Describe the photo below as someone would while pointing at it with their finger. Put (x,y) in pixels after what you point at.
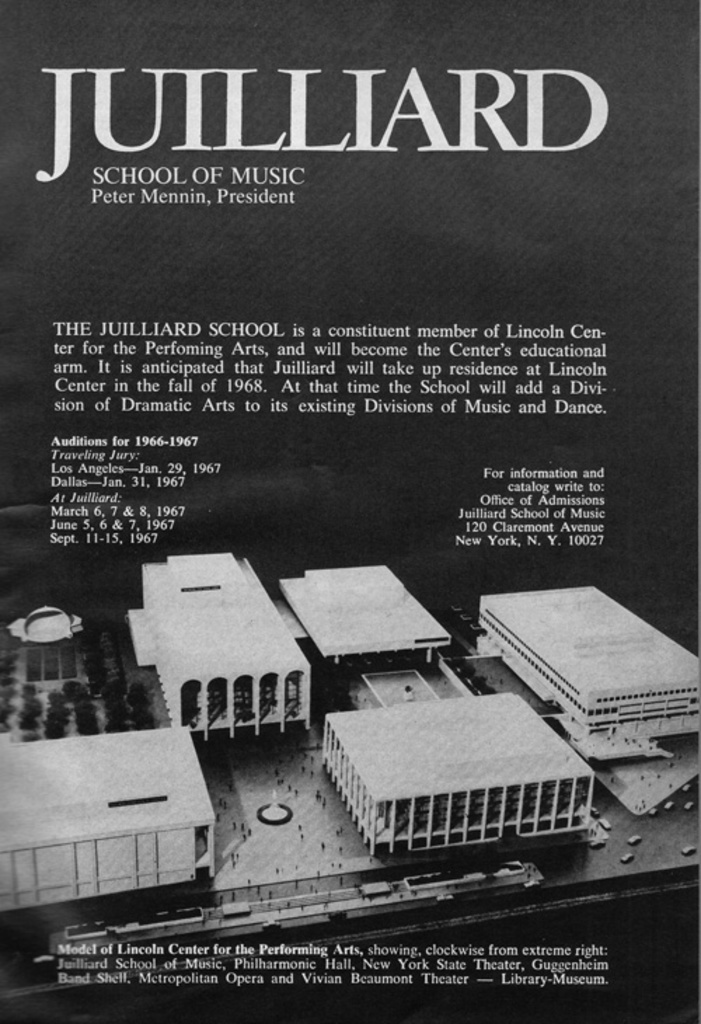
This image contains a poster (344,903) having few buildings (350,780), cars (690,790) and trees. Top of image (191,330) there is some text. In between the buildings (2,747) there are few persons (300,830). On road (651,854) there are few vehicles (630,854). Bottom of image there is some text (473,946).
